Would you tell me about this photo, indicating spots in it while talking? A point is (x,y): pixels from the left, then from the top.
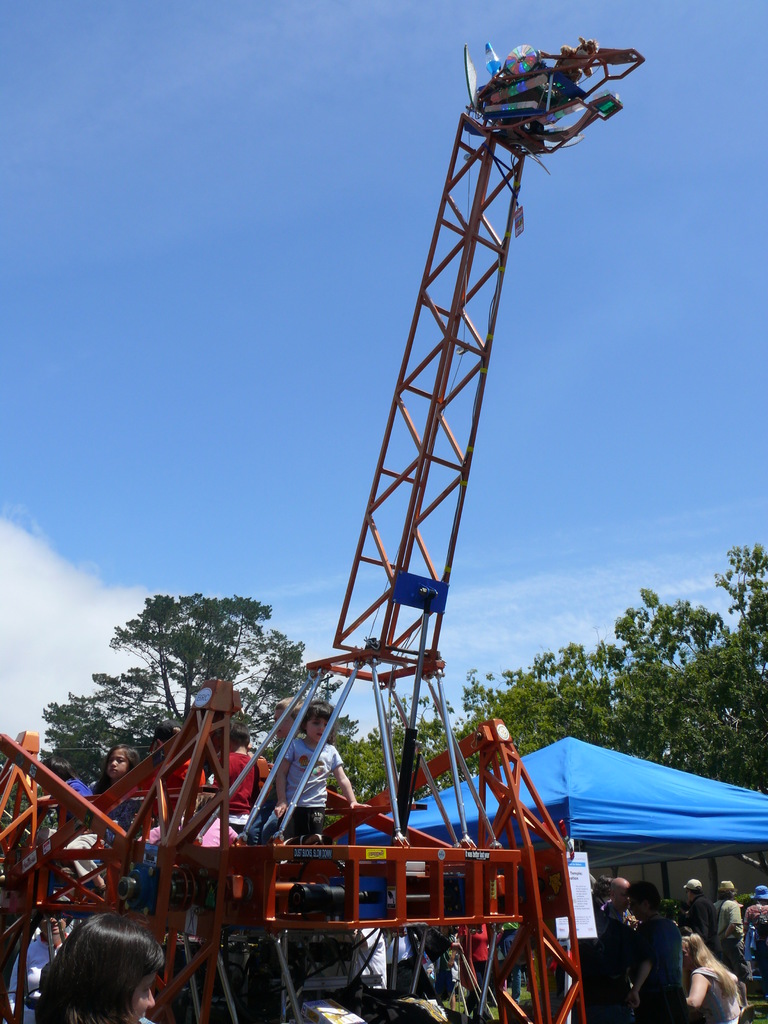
This is completely an outdoor picture. At the top of the picture (187,271) we can see a blue sky (182,383) with clouds (96,643) and on the background (706,671) we can see trees (532,676). This is a blue tent (631,794), under this there are few people (686,957). I guess it's a ride (411,906), in which there are few people (308,823) riding. this is a board (586,893).
